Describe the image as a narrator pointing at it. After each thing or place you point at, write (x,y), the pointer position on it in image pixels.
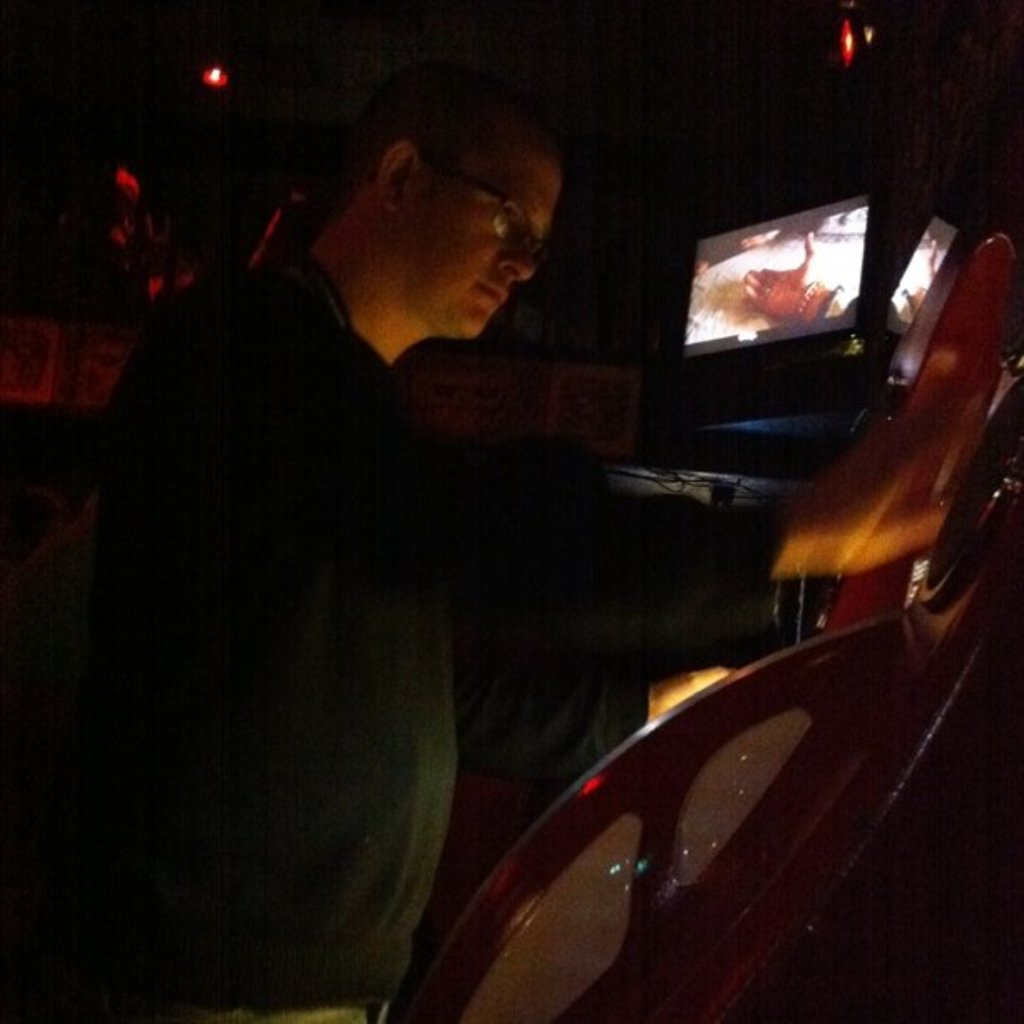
In the front of the image (226,671) I can see a person (240,800) and an object (733,759). In the background of the image (797,277) there are lights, screens (801,298) and objects (593,405).
